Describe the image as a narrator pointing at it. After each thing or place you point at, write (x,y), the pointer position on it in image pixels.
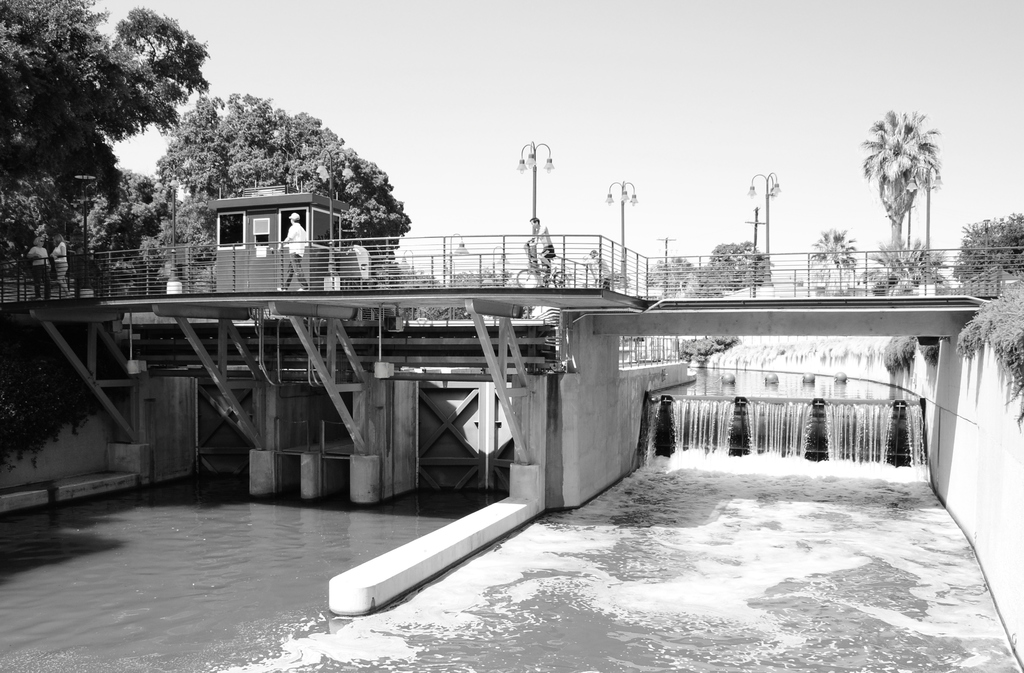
This is a black and white picture. In the background (689,175) we can see the sky (560,78) and the trees (54,220). In this picture we can see a bridge (495,290) and on the bridge (739,312) we can see a shelter (280,230), people (293,223), a man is riding a bicycle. We can see the railings (147,278), light poles (929,285) and other poles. We can see the waterfalls (647,458) and beams (758,312) under the bridge (608,382).
